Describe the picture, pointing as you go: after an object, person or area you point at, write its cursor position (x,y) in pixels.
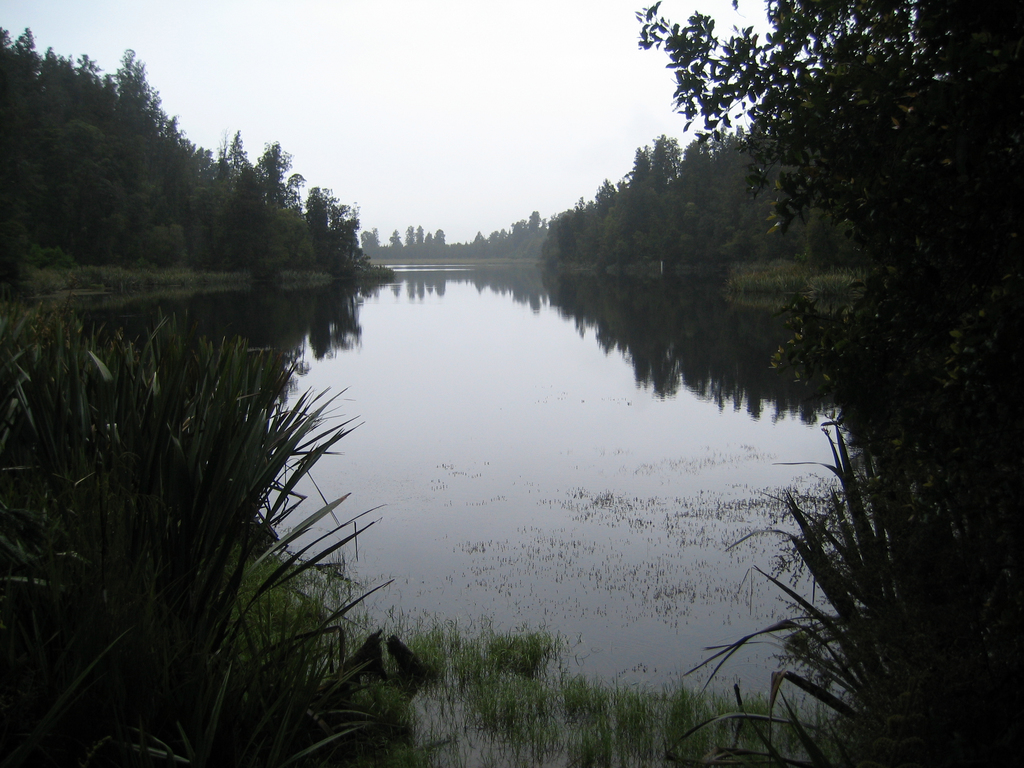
As we can see in the image there are trees (129,154), grass (540,721) and water (488,522). On the top (283,28) there is sky (256,52).
